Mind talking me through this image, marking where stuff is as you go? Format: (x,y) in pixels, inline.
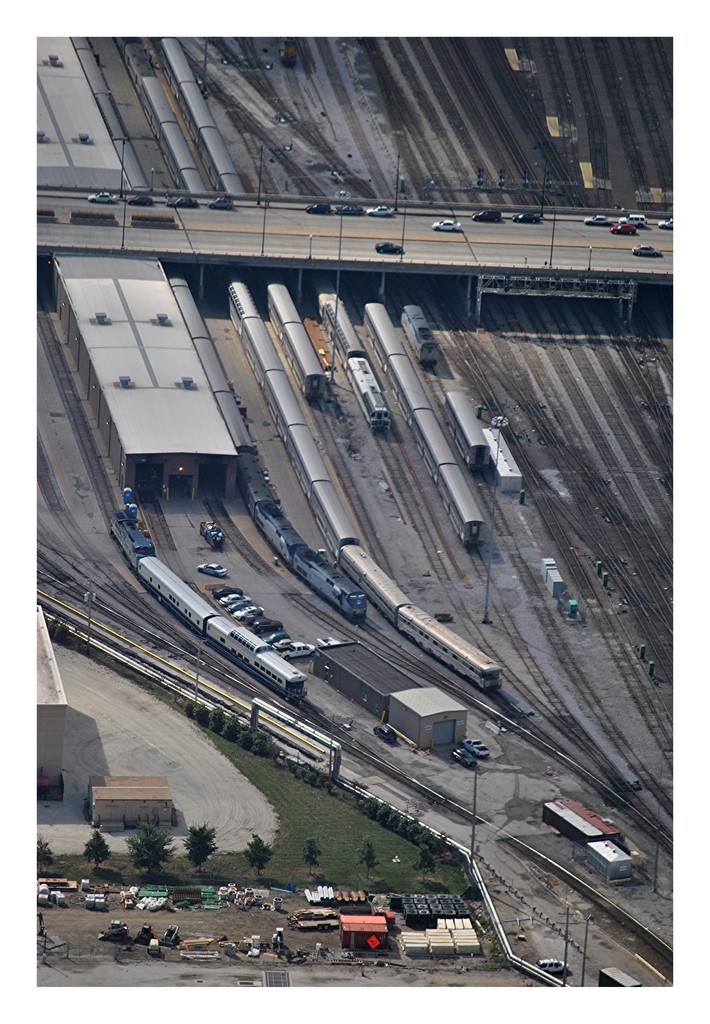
In this image we can see few vehicles (96,199) on the bridge (396,243), there are few trains (470,416) on the railway tracks (421,482) under the bridge (535,275) and there are few buildings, trees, poles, few objects (434,943) and vehicles (306,923) on the ground (425,882).
